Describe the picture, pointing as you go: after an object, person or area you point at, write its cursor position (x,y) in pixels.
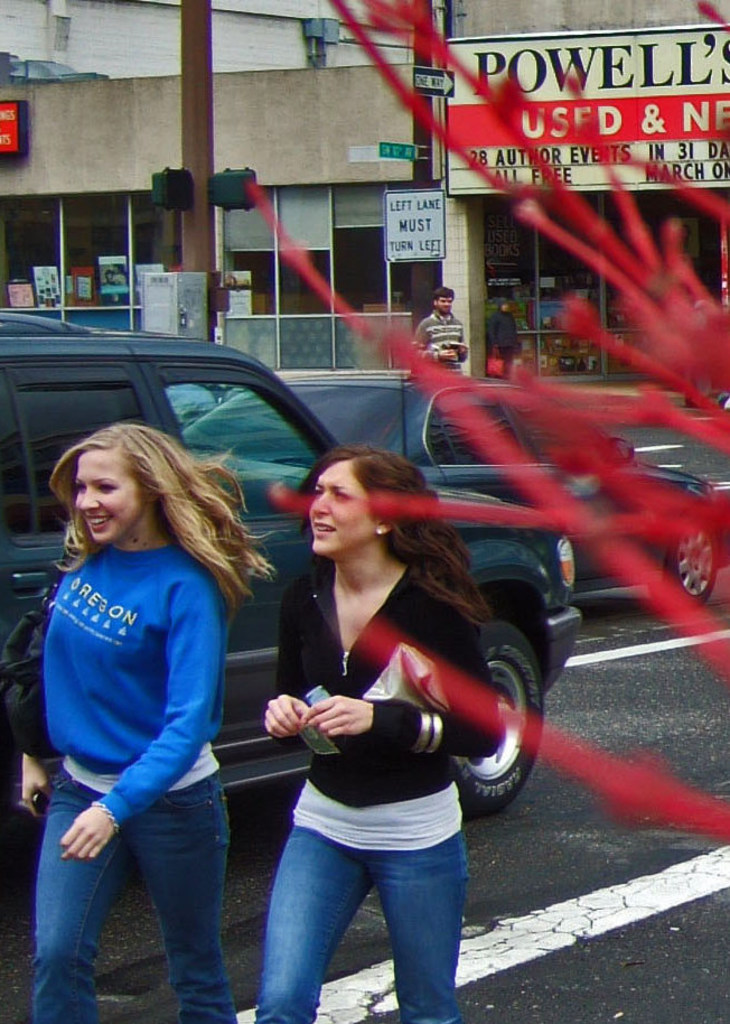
In this image we can see a few persons (193,646). Behind the persons (362,564) we can see few vehicles (526,431), buildings (593,196) and poles (188,228) with boards (397,226). On the buildings (391,49) we can see advertising boards (634,111) and glass doors (268,278). On the right side (618,789), we can see a red color object (617,778).
